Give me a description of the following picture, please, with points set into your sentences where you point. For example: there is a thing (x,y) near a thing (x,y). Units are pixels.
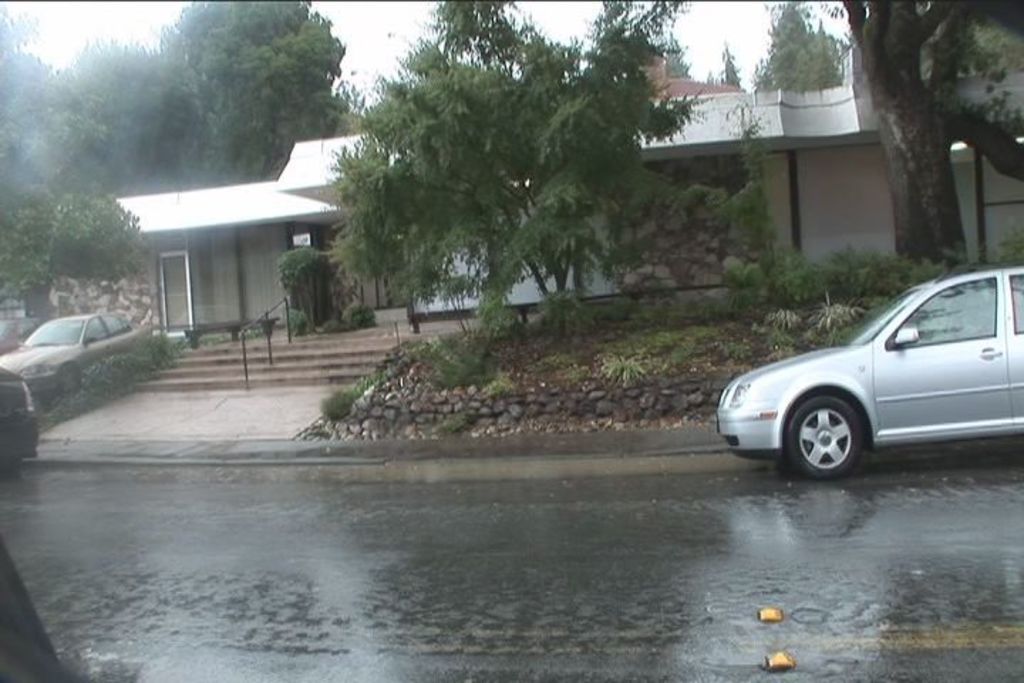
In this image, I can see a house (323,167), trees (485,298), plants (851,303), rocks (610,415) and stairs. On the left (23,418) and right side of the image (830,438), I can see the vehicles (28,404) on the road (456,641). In the background (370,34), there is the sky (704,22).
